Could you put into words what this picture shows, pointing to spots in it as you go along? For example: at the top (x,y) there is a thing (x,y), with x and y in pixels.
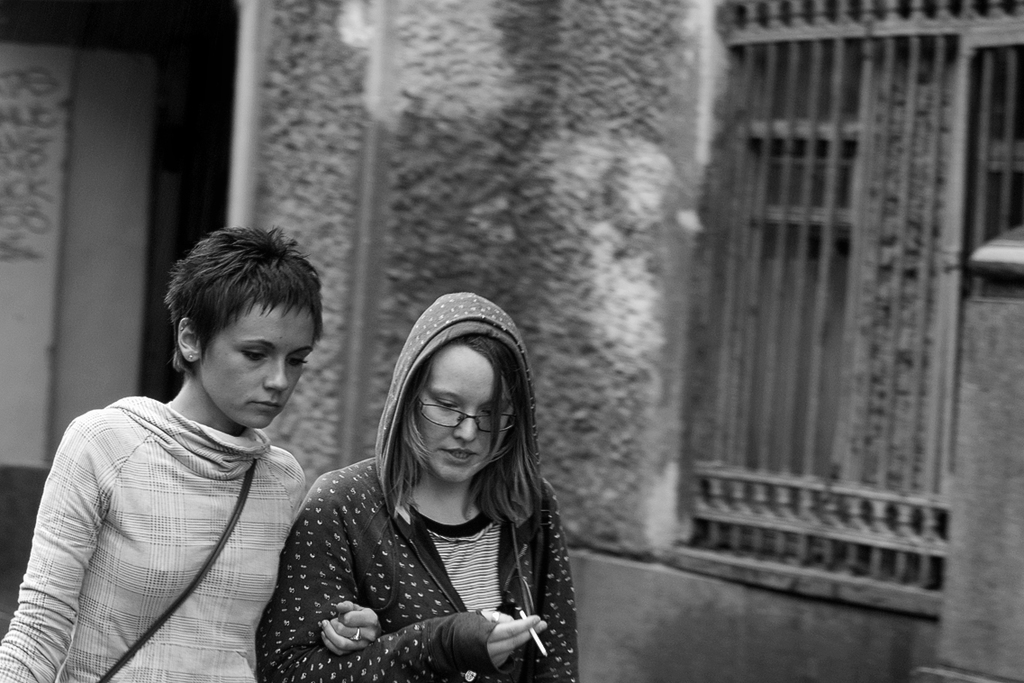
In this image there are two persons (250,371) standing, and in the background (330,460) there is a building (300,42).
